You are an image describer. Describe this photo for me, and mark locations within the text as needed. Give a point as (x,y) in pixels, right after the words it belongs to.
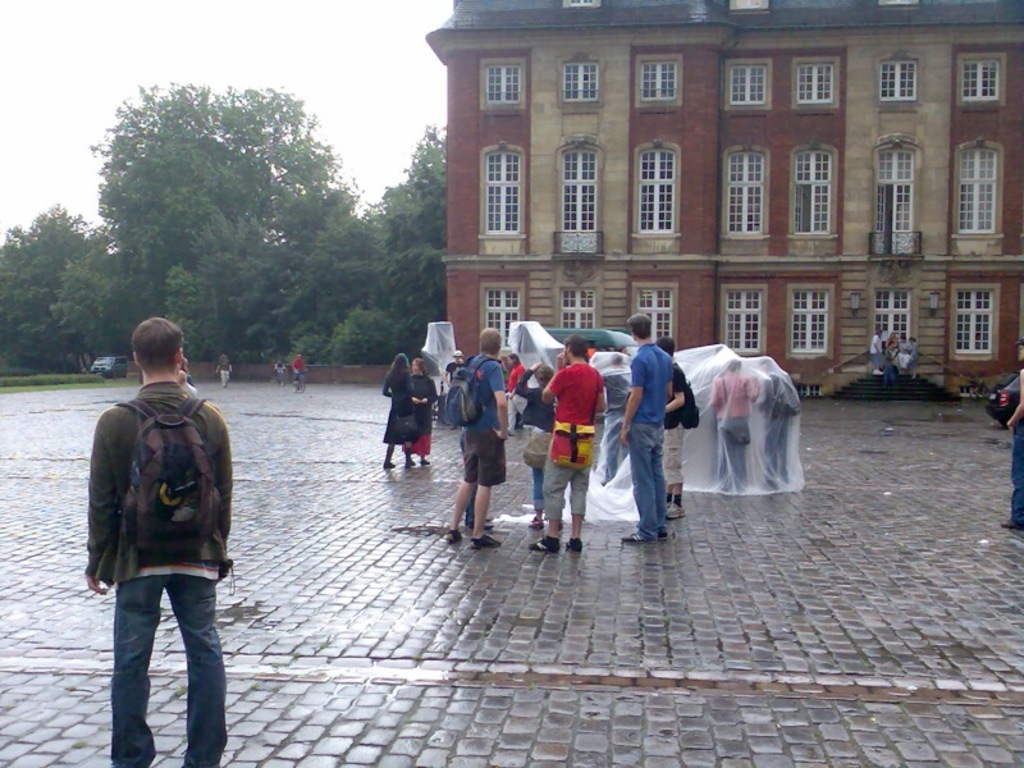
In the foreground of this picture (162,559), there is a man (138,714) standing and wearing a bag pack (171,480). In the background (660,468), there are persons (476,467) standing and wearing backpacks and few of them are covered with covers (747,419) over their heads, stairs (877,385), a vehicle (110,357), building (681,236), trees (385,244) and the sky (372,76).
